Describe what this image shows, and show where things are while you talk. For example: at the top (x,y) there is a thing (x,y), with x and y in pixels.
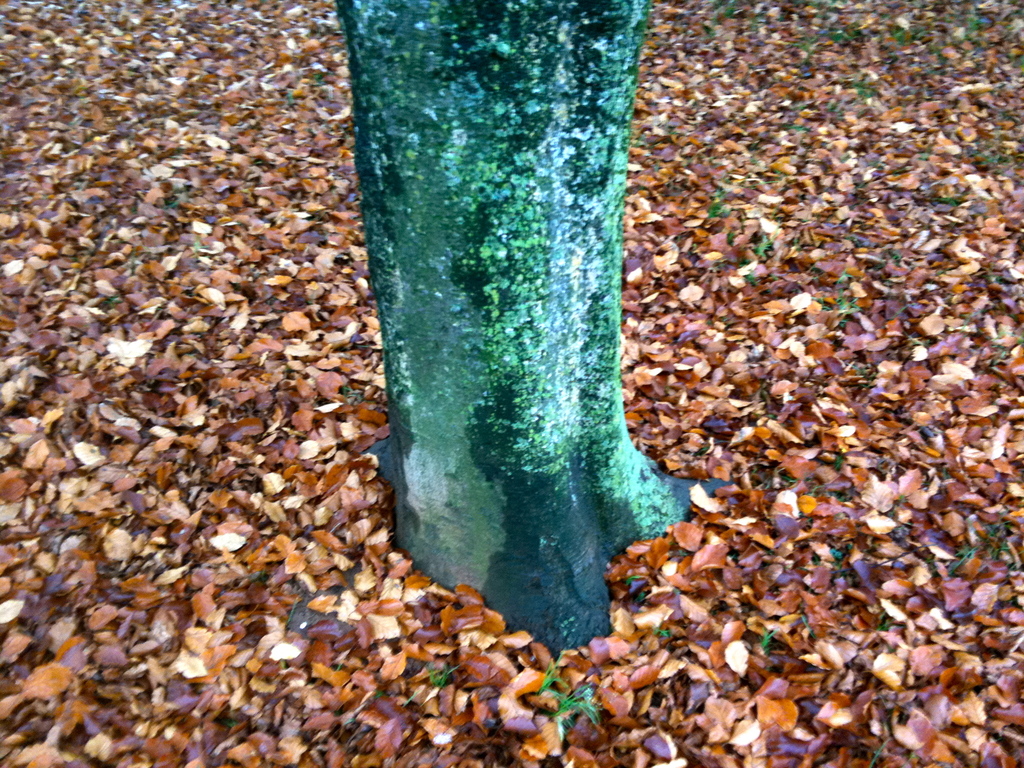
In this picture we can see a tree (471,225) in the middle (522,284), at the bottom (767,552) there are some leaves (268,472) here.
